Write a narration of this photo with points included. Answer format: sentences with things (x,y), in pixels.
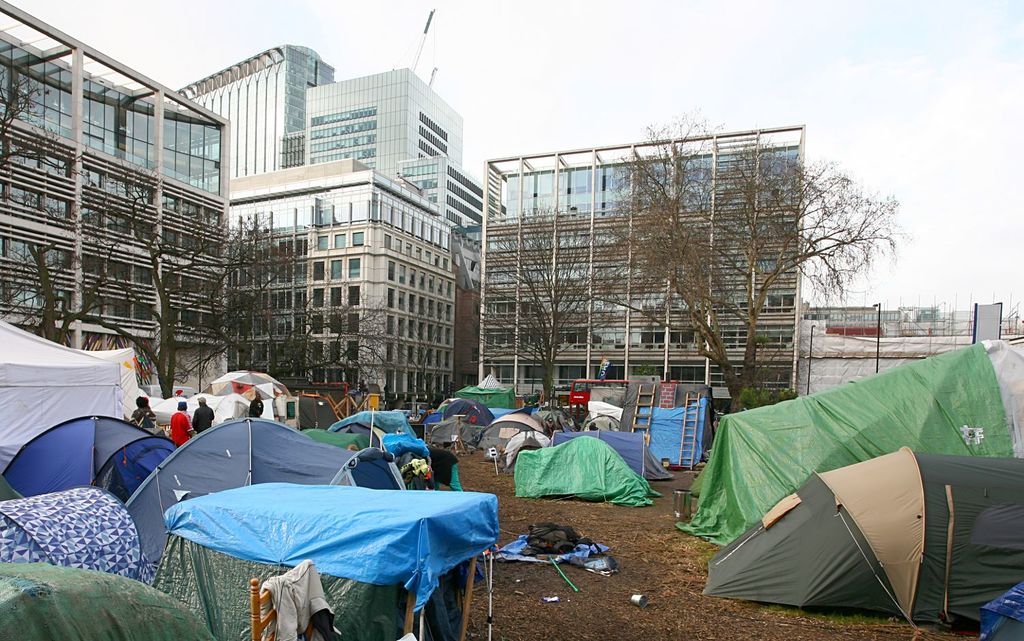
These are the buildings (356,216) with the glass doors (323,263). I can see the trees (548,307). These are the tents (236,411). There are group of people (205,415) standing. I can see two ladders (684,423). This looks like a vehicle (581,393), which is red in color. At the bottom of the image (261,608), I think this is a chair (254,583) with a cloth (303,588) on it. Here is the sky (678,56).
